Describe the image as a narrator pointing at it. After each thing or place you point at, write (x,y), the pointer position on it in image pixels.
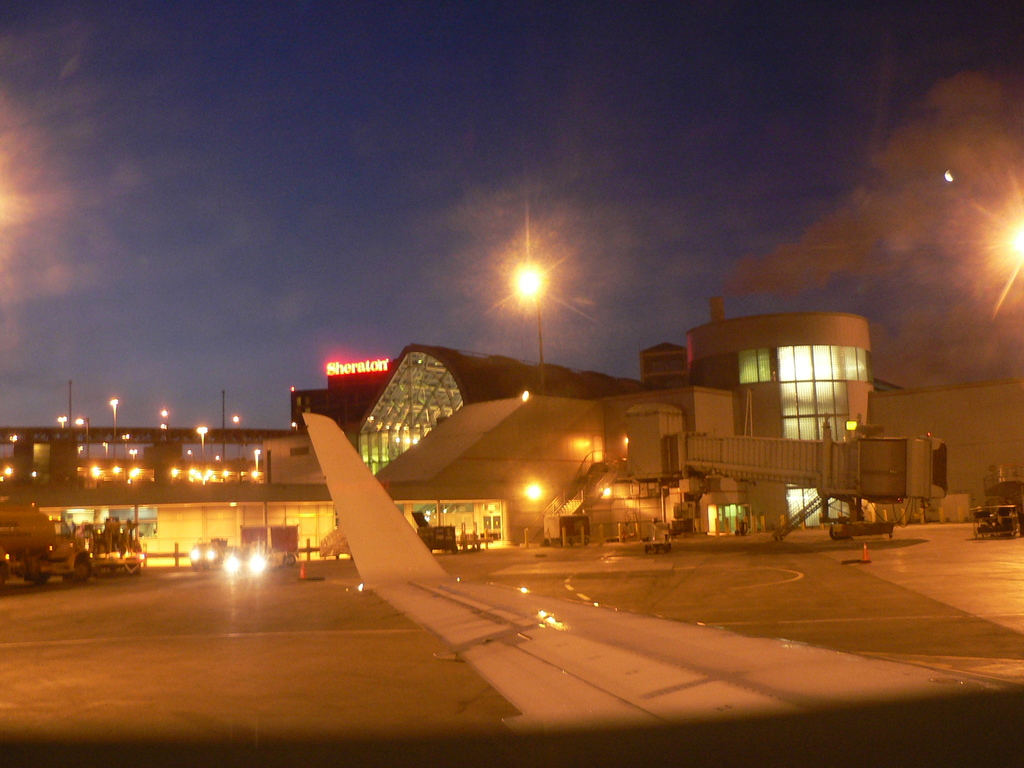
The picture is taken from an airplane (387,563). In the center of the picture (444,508) there are lights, vehicles (263,540), building (570,482) and other objects (746,452). The picture is clicked during night time.
